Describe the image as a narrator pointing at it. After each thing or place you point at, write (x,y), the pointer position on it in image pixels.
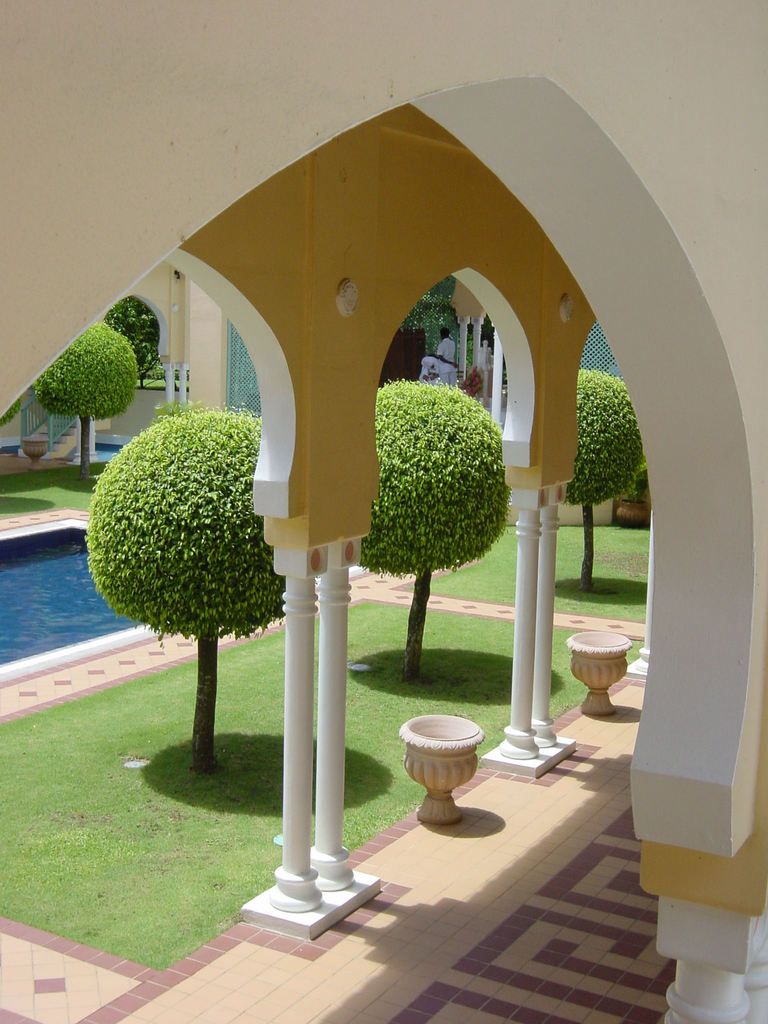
In the foreground of this image (134,264), there is an arch (672,159). In the background (446,315), there are arches (529,349), grass (158,865), plants (419,611), a swimming pool (44,616), stairs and few persons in the background (450,351). We can also see two pots (444,750) in the middle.
